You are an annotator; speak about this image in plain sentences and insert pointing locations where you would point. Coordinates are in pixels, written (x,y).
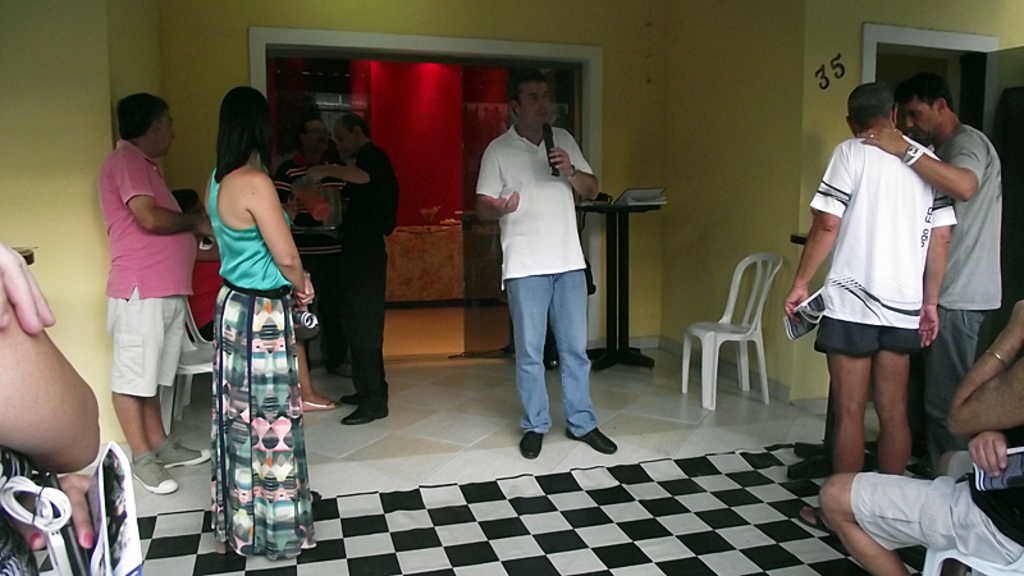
Few people (909,132) standing and few people (853,497) sitting and this person (521,251) holding microphone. We can see chairs (201,371) and some objects (621,197) on table (621,229) and we can see wall (631,275).
